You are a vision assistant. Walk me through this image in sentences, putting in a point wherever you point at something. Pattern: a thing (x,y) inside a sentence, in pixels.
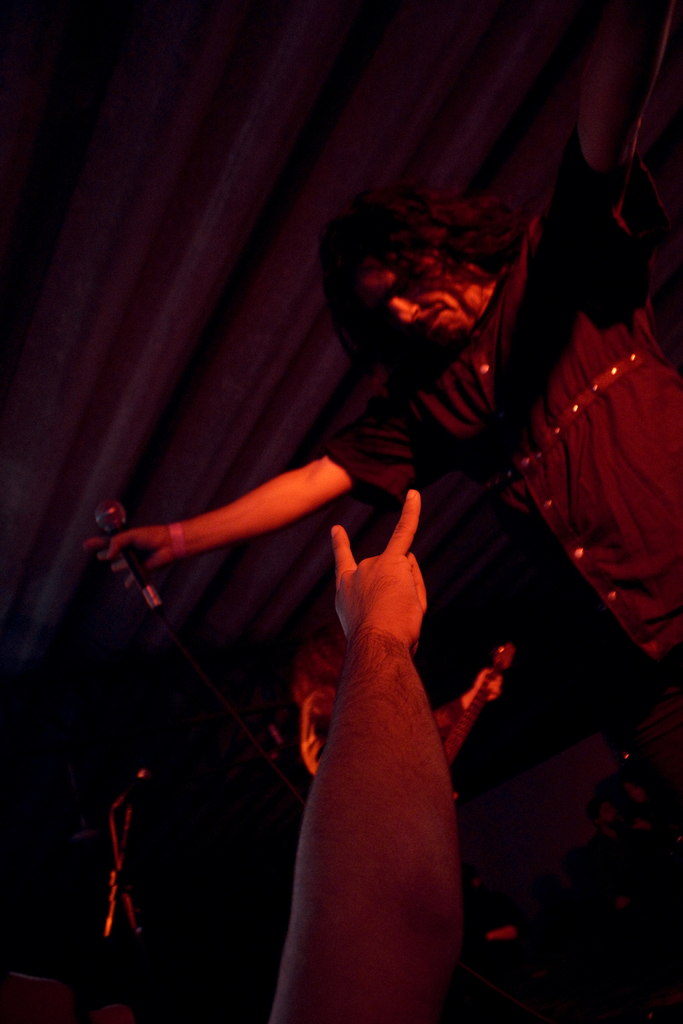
At the bottom of this image (397,965), there is a person (386,693) showing fingers (402,563). Beside him, there is another person (631,493) holding a mic (104,514) with one hand (149,537). And the background (55,938) is dark in color.
